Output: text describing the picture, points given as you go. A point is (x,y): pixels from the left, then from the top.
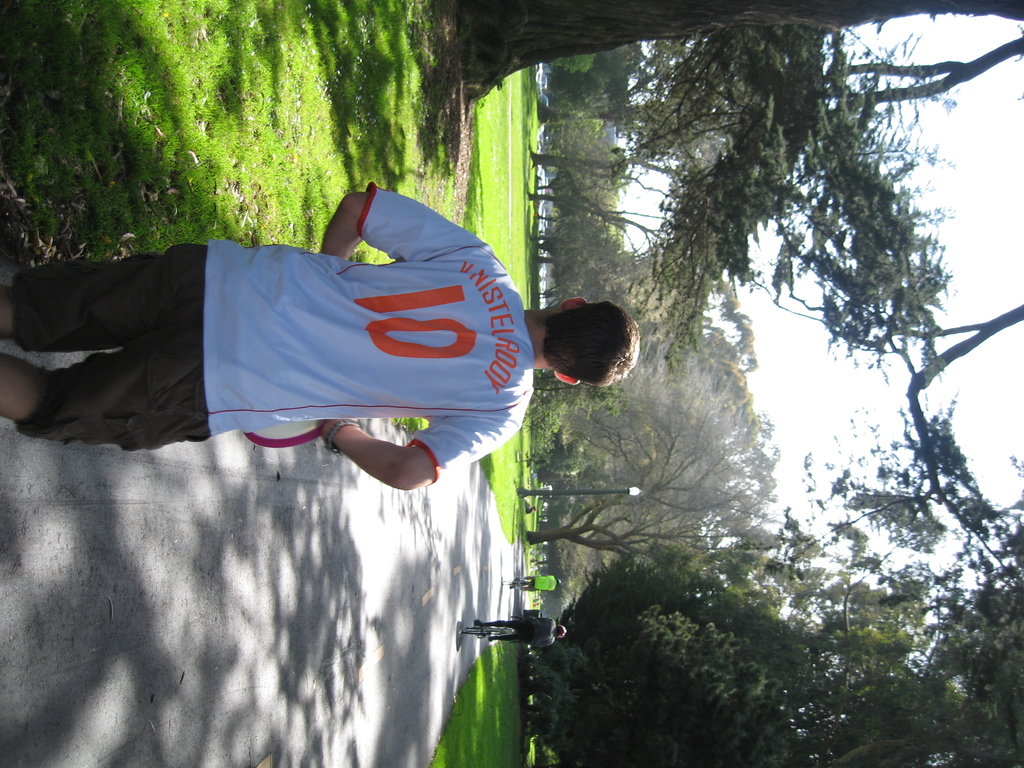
In the image there is a person (360,282) in white t-shirt (242,319) and short (109,427) jogging on the road (386,629) and in front there are two persons (531,584) cycling, this is an inverted image, on either side of the road (517,550) there is grassland (513,708) with trees (548,477) all over it and above its sky (843,411).
